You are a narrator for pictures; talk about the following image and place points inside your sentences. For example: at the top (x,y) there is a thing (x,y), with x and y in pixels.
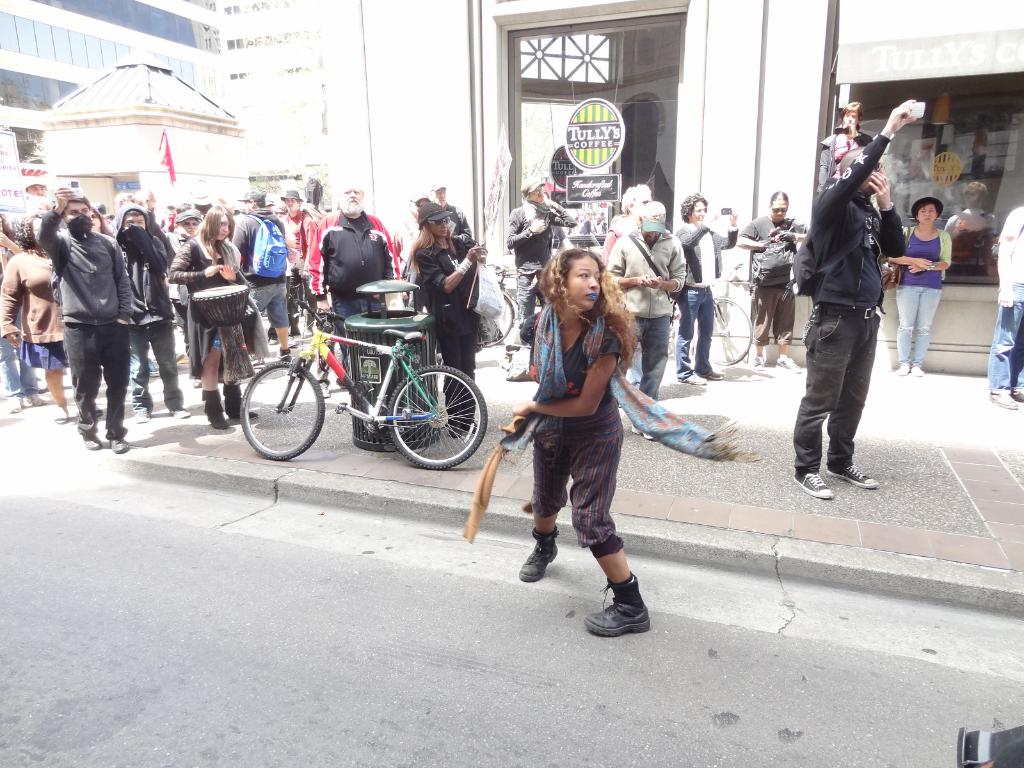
This picture is clicked in the city. Here, we see many people (583,380) standing and in middle of the picture (428,382), we see a bicycle (418,338) and behind that, we see a green dustbin (363,322). On the right corner of the picture (688,39), we see building (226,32) and windows (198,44).
